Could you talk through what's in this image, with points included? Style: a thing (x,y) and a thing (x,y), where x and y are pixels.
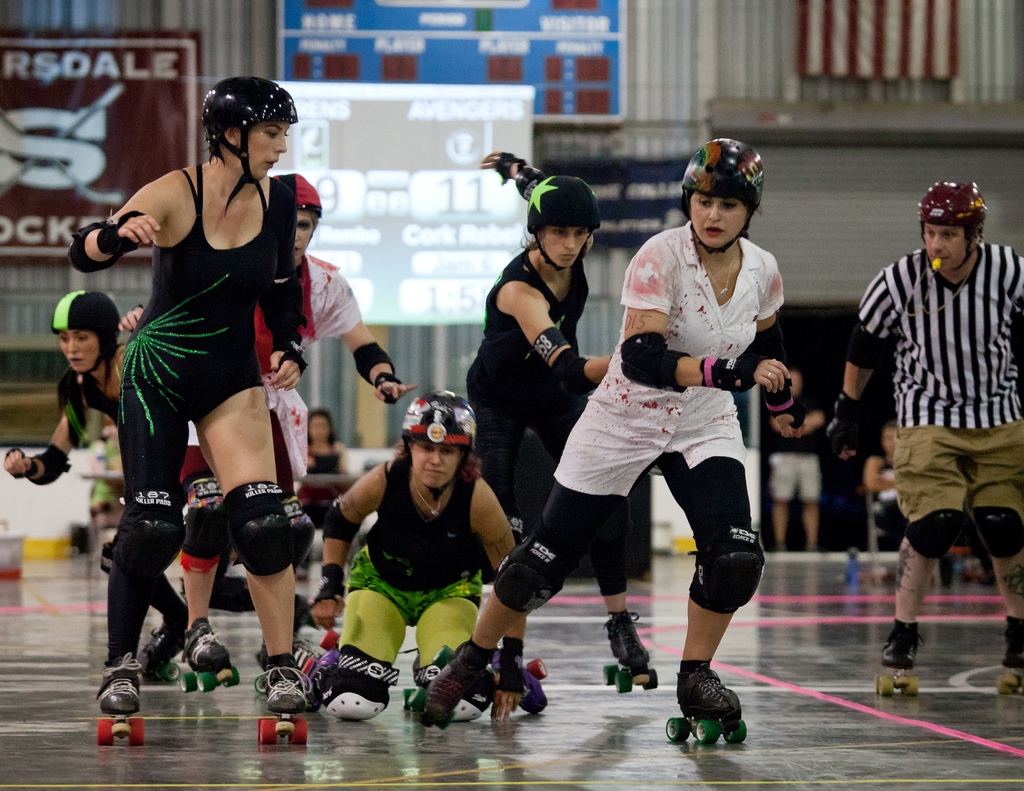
In this image there is a woman (438,630) kneeling on the floor (535,734). There are people (532,703) wearing the skates (706,683). They are skating on the floor (858,752). They are wearing helmets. Few people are sitting on chairs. Few people (180,513) are standing on the floor (888,608). There is a screen (389,221) and few boards (664,172) are attached to the wall (696,96).
